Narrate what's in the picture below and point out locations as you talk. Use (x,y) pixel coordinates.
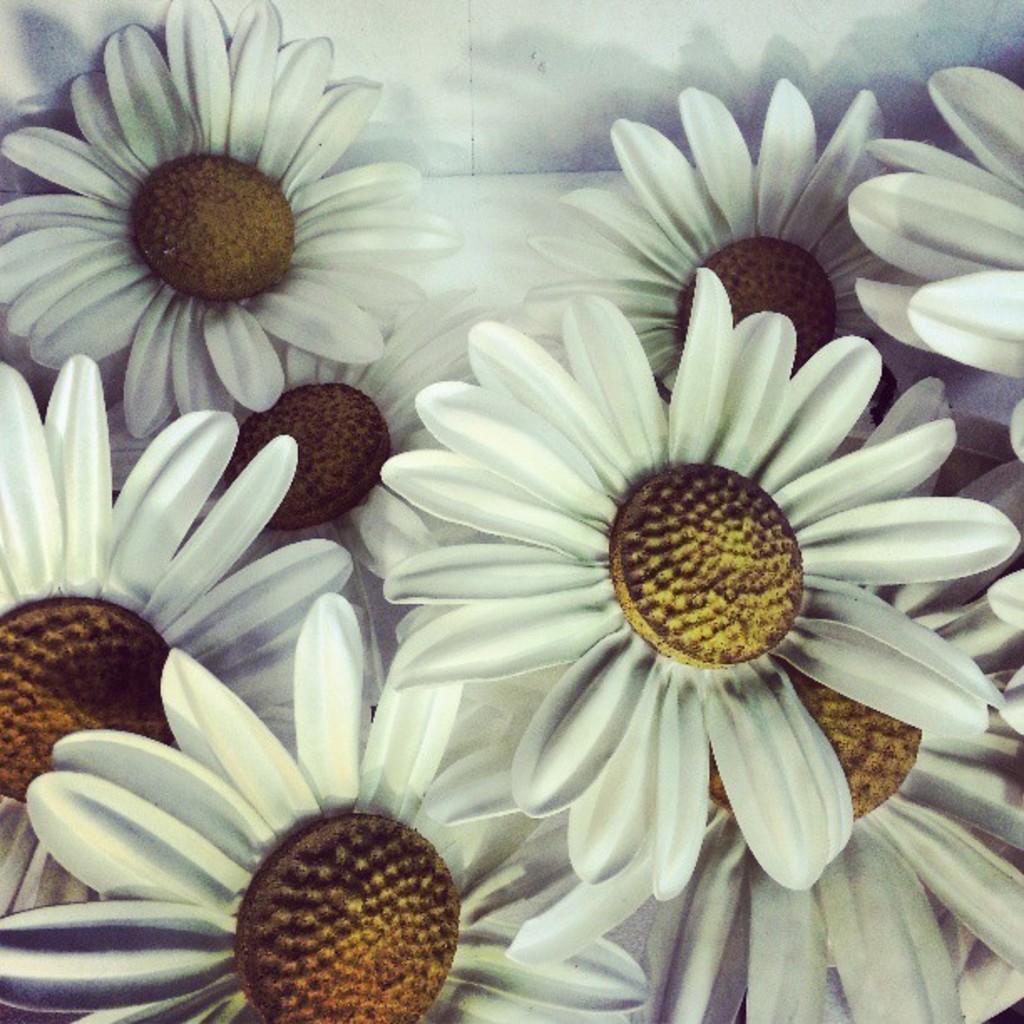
In the image there are many artificial flowers (573,394) kept on the floor (638,19), the flowers (528,460) are of white color.
